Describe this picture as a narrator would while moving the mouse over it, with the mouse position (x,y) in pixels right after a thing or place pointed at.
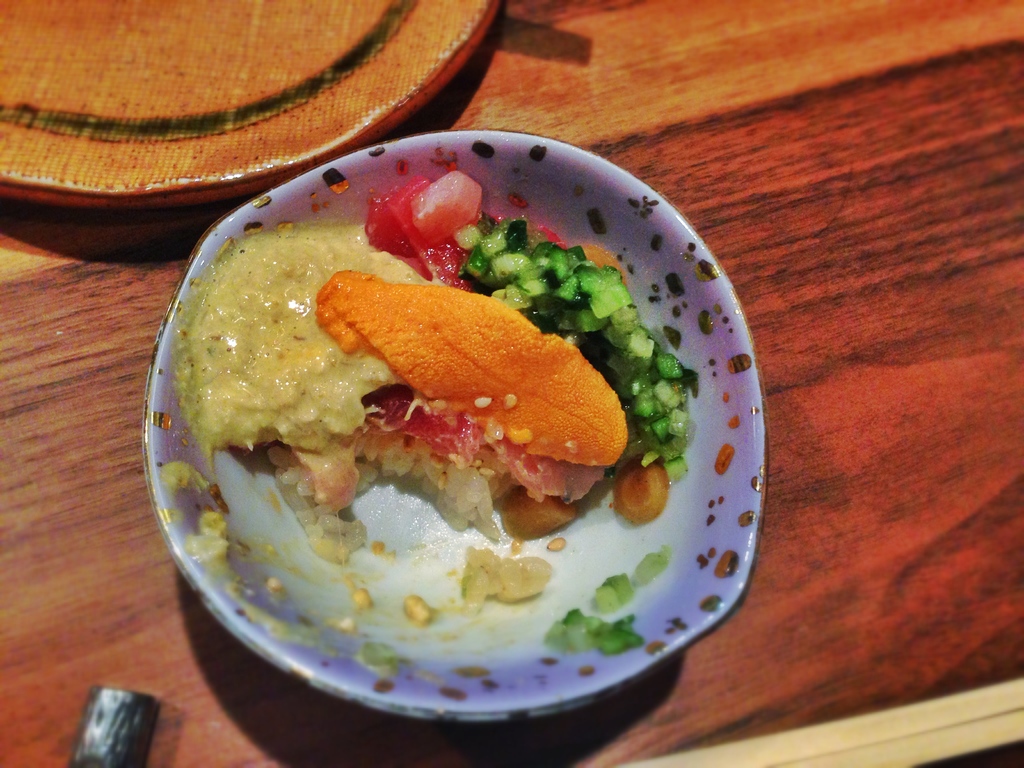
In this image I can see food (555,527) which is in red, orange, cream, and green color in the plate (407,629) and the plate (719,261) is on the table (817,163) and the table (811,170) is brown color.
